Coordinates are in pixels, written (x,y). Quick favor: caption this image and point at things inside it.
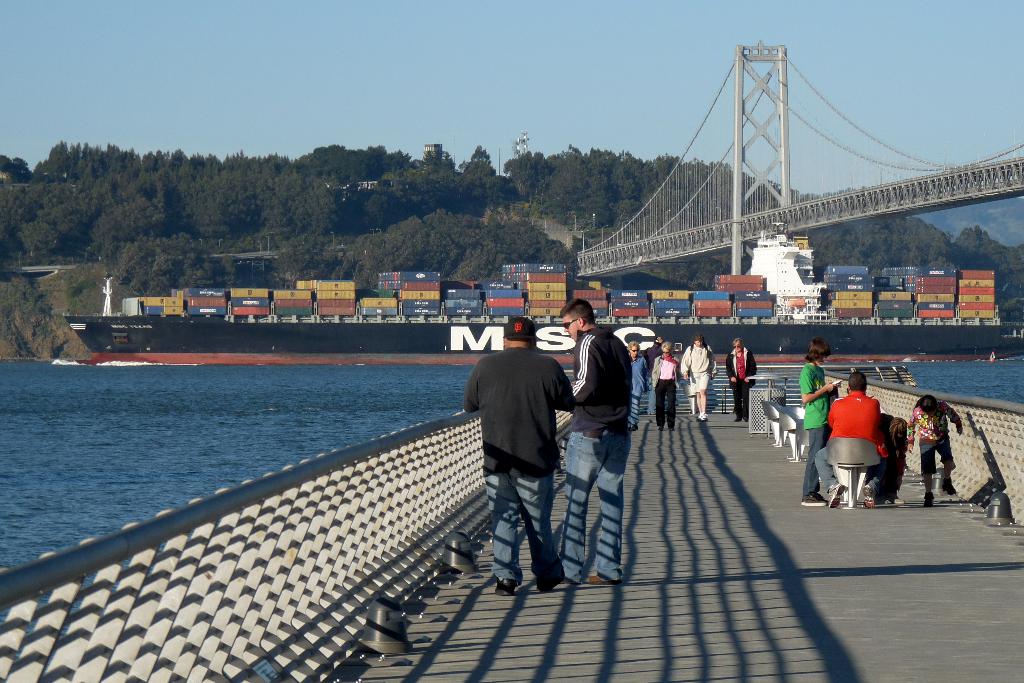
In this image we can see a few people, there are some trees (339,259), water (989,372), chairs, mountains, railings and some other objects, also we can see a bridge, in the background (97,86), we can see the sky (108,80).
